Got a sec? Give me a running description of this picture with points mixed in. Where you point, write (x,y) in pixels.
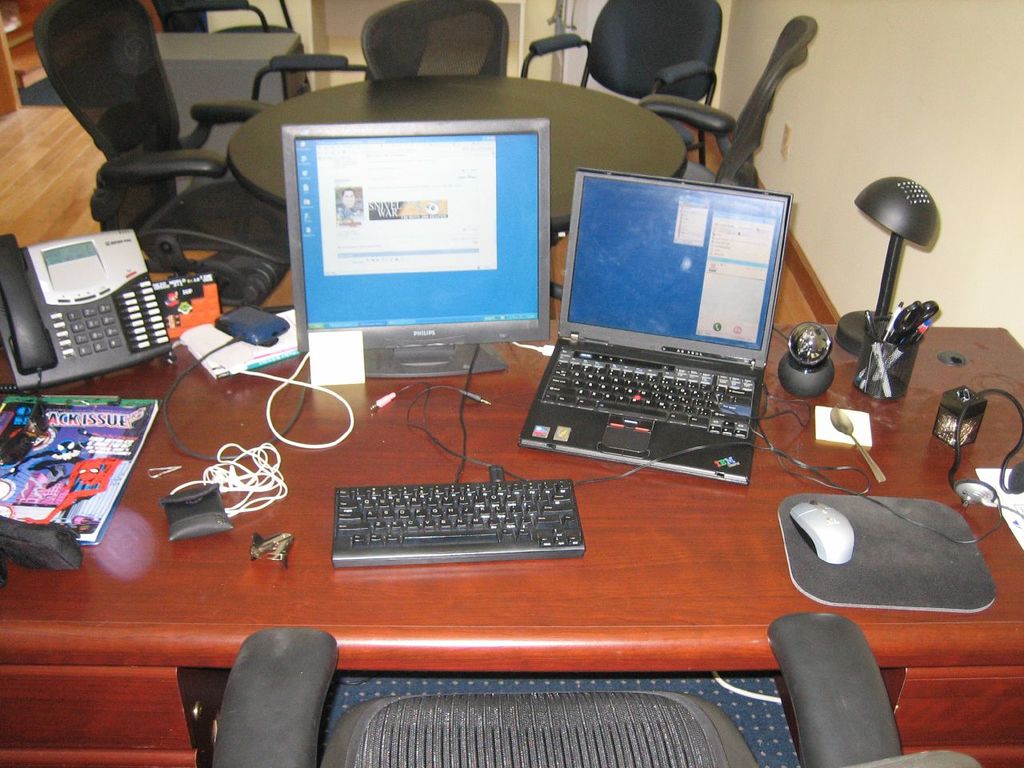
The picture is taken inside a room (579,245). In the middle (361,415) there is a big table (432,599). On the table (142,554) there is a desktop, laptop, keyboard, mouse (842,525), spoon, pen stand (894,371), pens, paper weight (797,344), headphone (974,501), land phone (104,337), book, pouch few other things (252,554). In the background (594,104) there is a table (424,108) which is round in shape. It is surrounded by few chairs (358,65). The wall (944,84) is yellow in color.
